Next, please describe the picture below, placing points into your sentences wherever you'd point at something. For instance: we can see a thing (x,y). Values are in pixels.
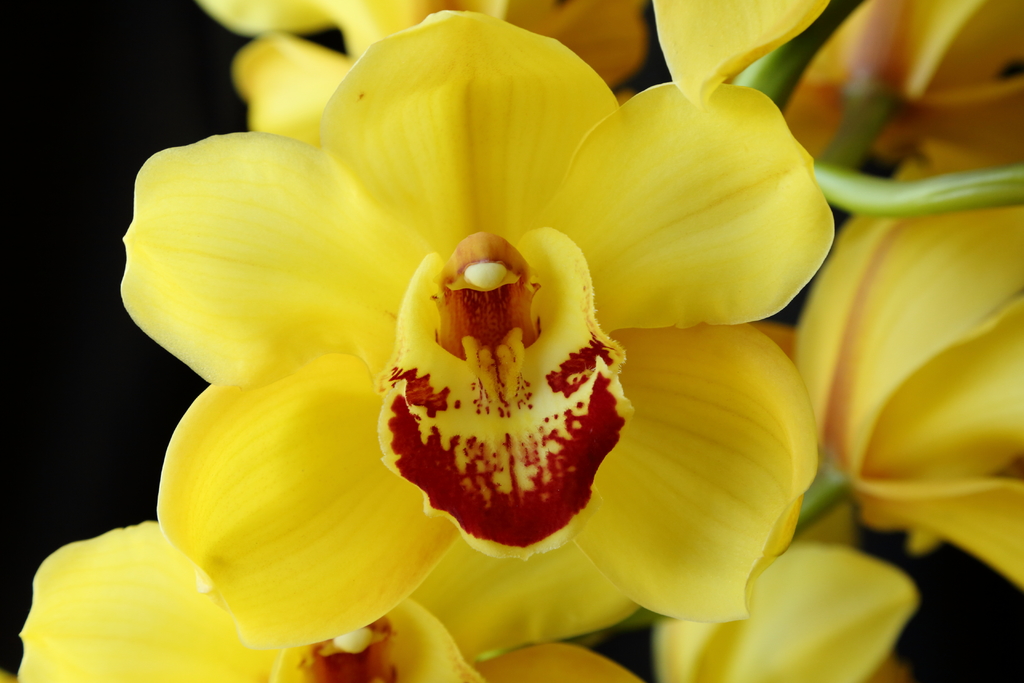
In this image there are yellow flowers (232,298), and there is dark background (33,567).
